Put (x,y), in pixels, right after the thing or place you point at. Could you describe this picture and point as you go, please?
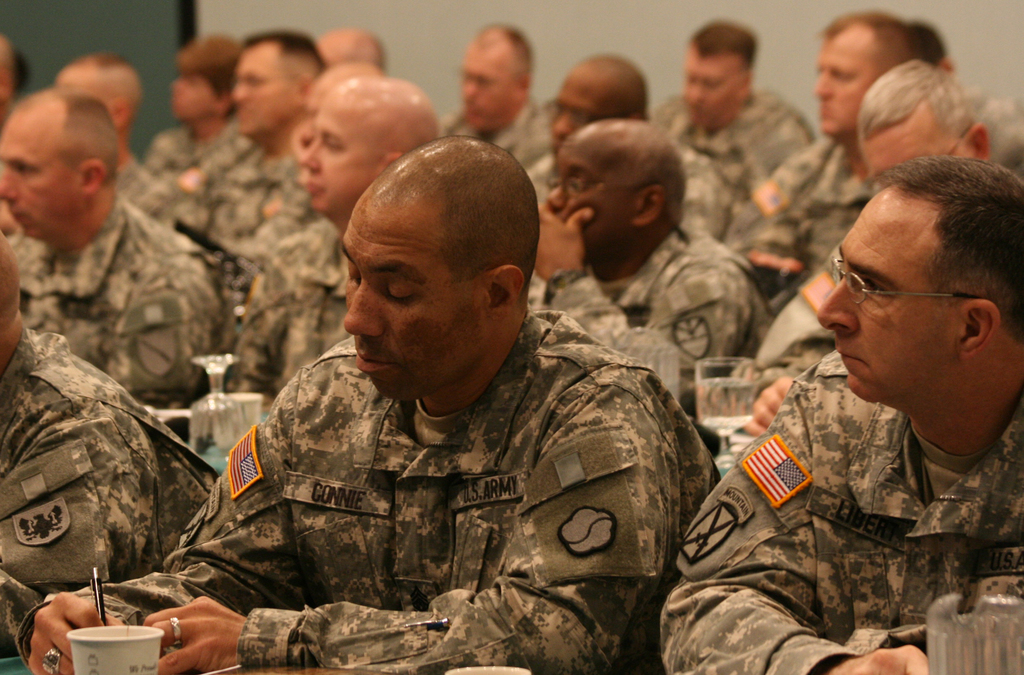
In this image I can see soldiers (242,556) and a glass (101,658) at the front (192,653).
